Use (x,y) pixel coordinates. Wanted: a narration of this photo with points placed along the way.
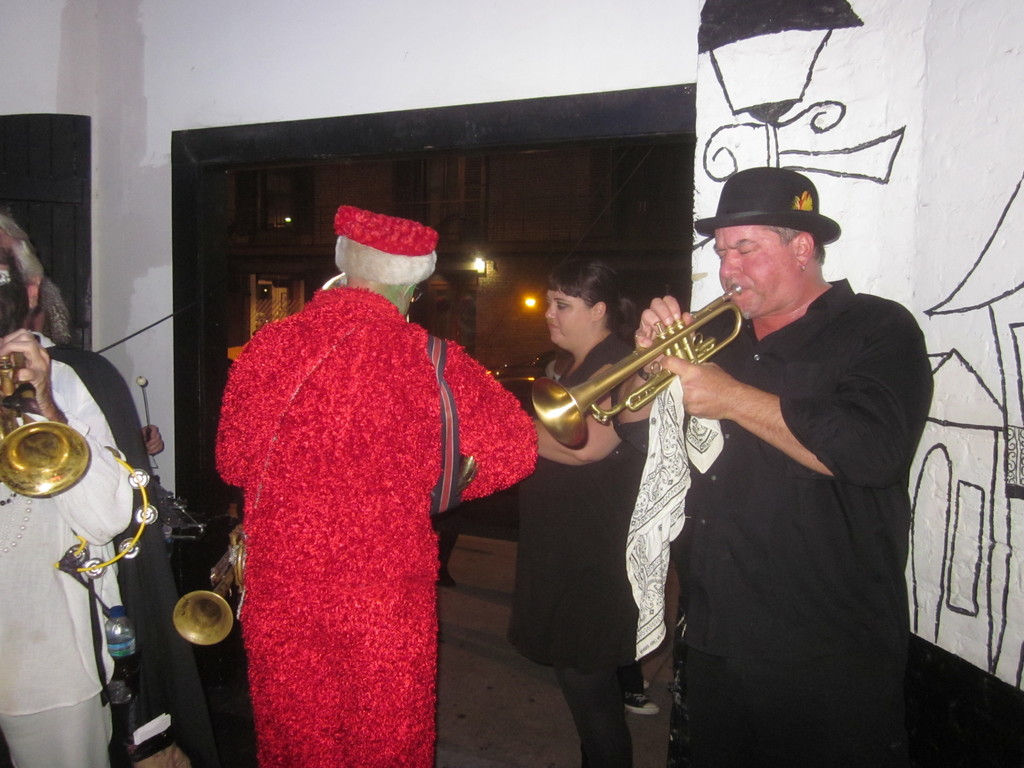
In this image we can see a group of people (329,314) standing on the floor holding some musical instruments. In that we can see a man (692,579) holding a cloth (642,480). On the backside (281,217) we can see some lights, buildings (296,259), a door (289,247) and some painting (957,308) on a wall (859,207).
